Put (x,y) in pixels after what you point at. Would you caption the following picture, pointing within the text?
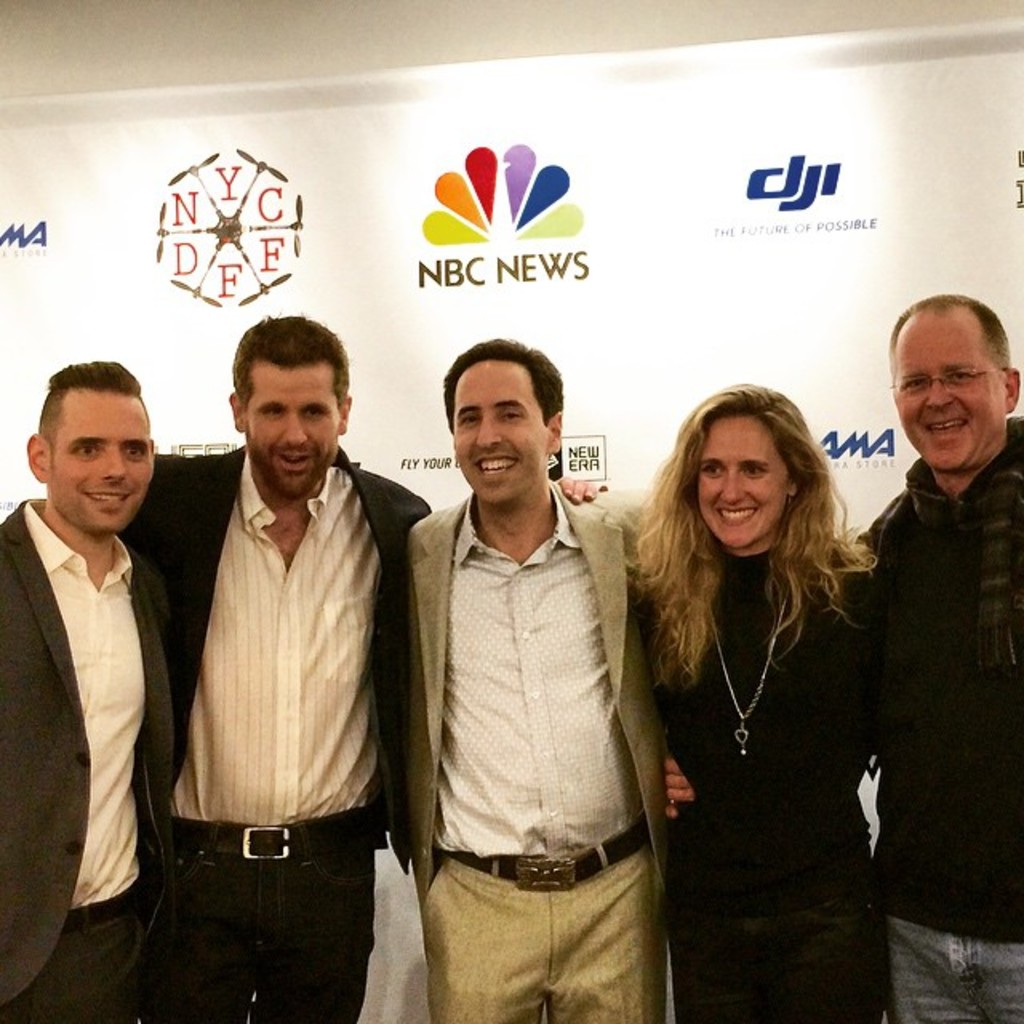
In this picture we can see five persons (546,736) standing here, in the background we can see logos (831,197).
